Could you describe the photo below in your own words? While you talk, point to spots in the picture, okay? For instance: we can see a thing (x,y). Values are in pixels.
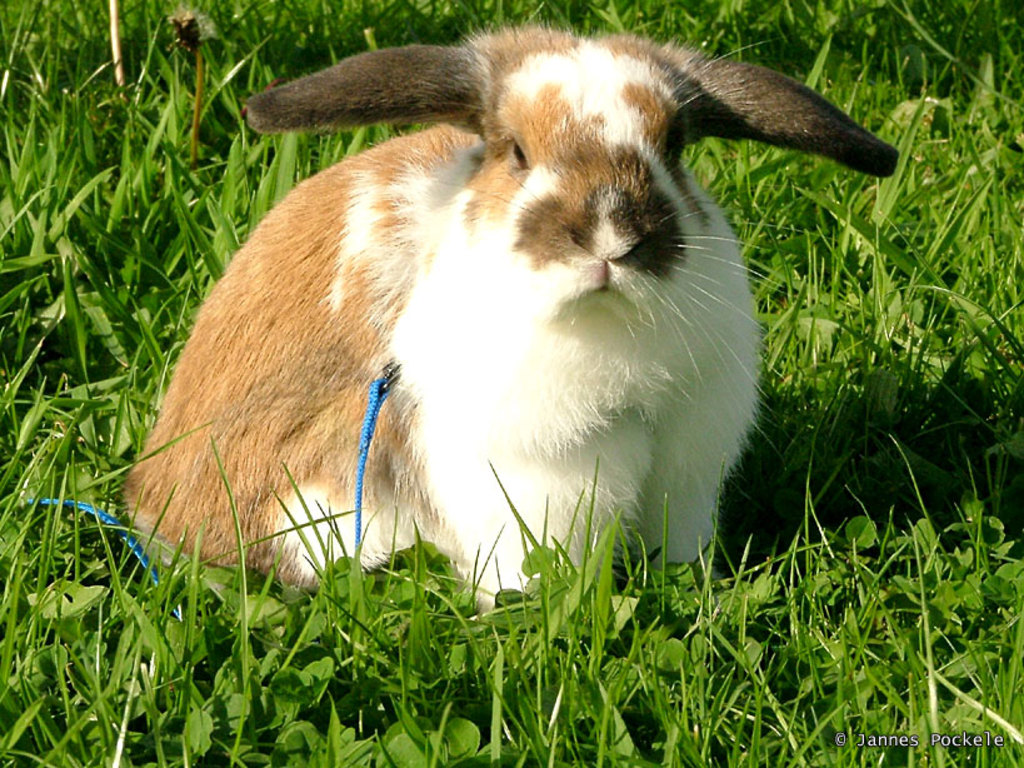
In the foreground (558,55) I can see an animal (734,448) on grass (693,598) and a text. This image is taken may be during a day.
